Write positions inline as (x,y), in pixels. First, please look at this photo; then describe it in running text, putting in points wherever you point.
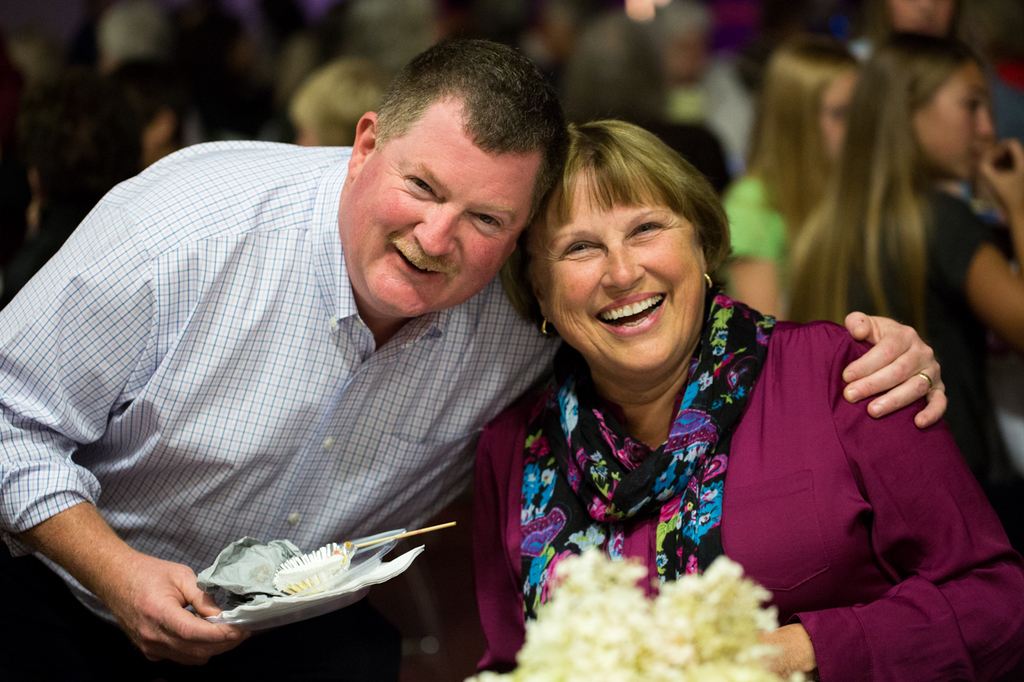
In this picture I can observe a man (427,319) and woman (567,346). Man (404,179) is holding a plate (271,601) in his hand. Both of them are smiling. In the background (924,154) I can observe some people (795,150).
